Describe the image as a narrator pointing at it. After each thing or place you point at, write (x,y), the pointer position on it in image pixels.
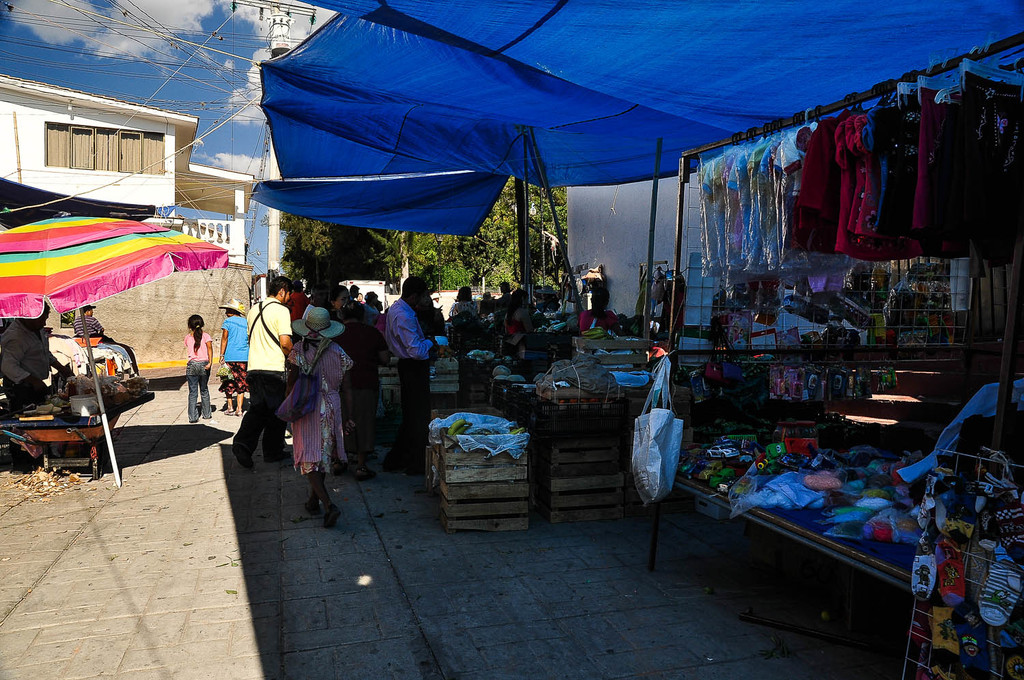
This is the picture of a place where we have some things (766,496) on the tables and some clothes (996,141) hanged to the pole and around there are some houses (208,323), people (410,321) and a umbrella (119,266).
